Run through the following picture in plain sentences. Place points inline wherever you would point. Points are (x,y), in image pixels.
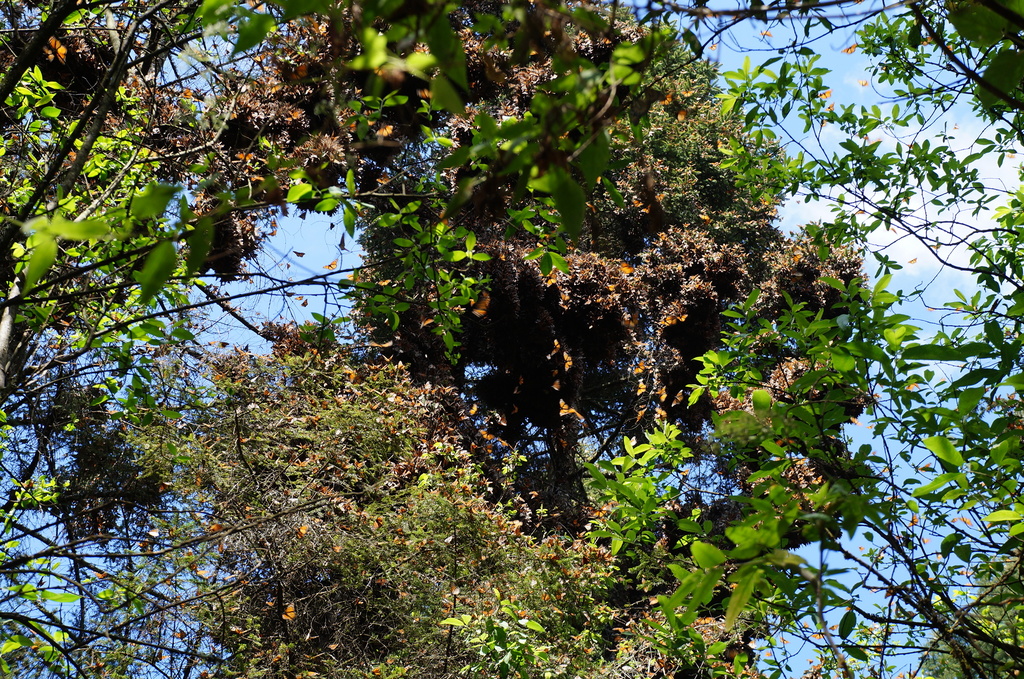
In this picture we can see trees (583,210) and we can see sky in the background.
